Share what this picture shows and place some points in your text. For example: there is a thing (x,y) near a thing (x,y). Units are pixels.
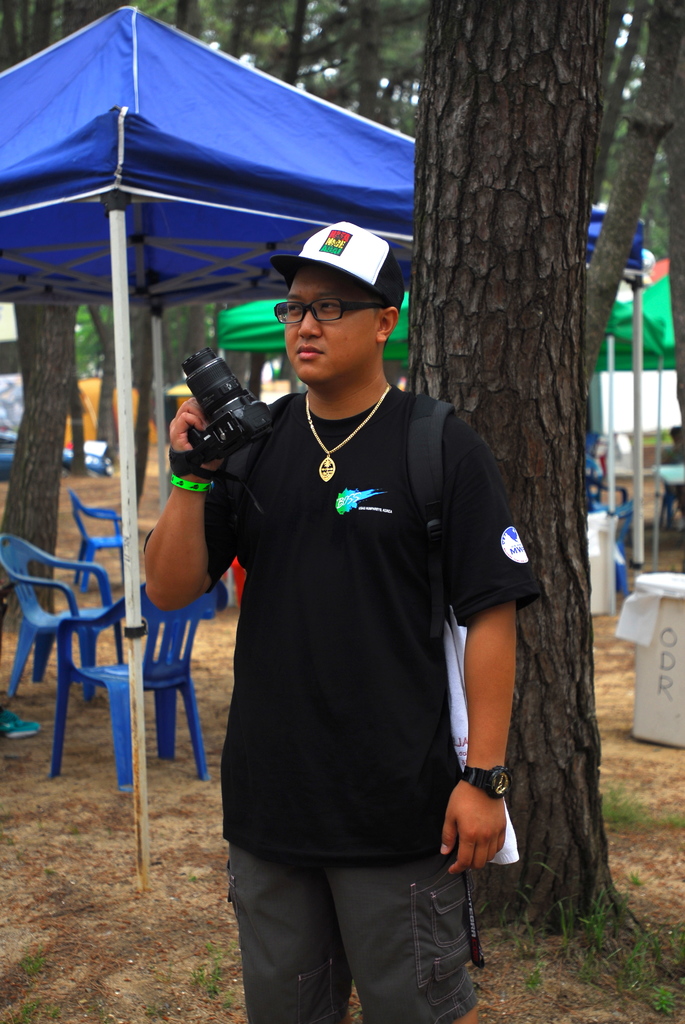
In this image, I can see a person (316,692) standing and holding a camera (233,450). Behind the person (319,542), I can see chairs (122,656), canopy tents (347,186), trees (287,15) and few objects (676,720) on the ground (625,814).
